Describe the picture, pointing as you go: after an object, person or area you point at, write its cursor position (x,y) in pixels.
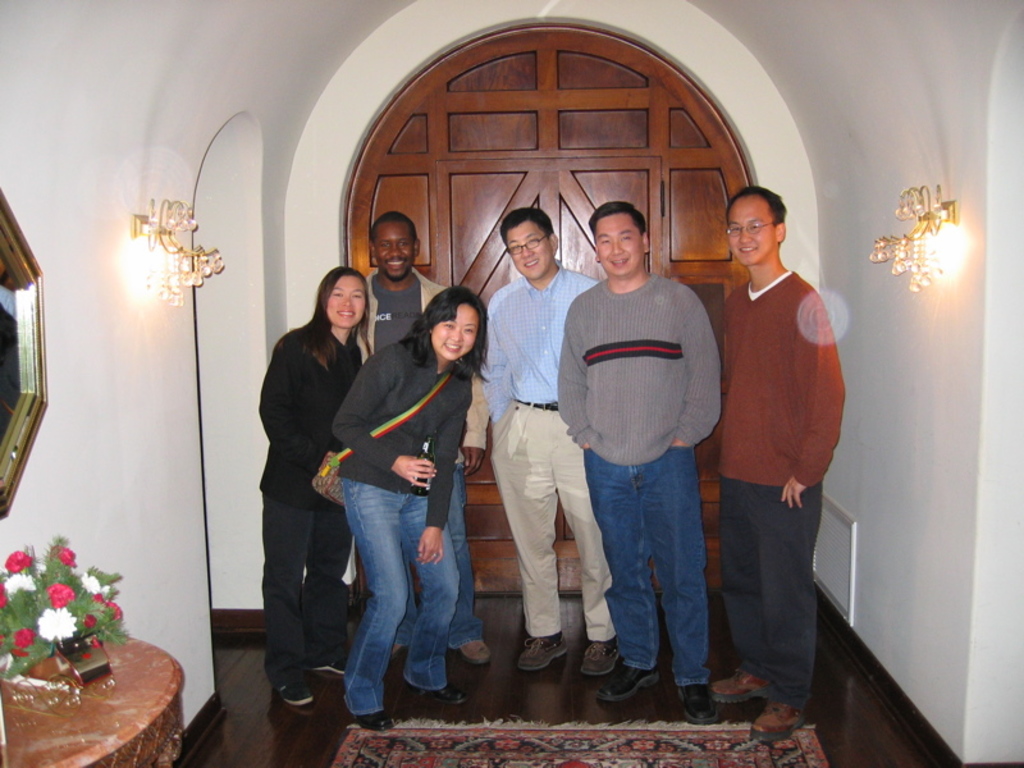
In this image we can see many people (460,408). In the back (523,175) there is a wooden wall (527,191). On the walls (122,261) there are lamps (178,225). On the left side (72,711) there is a stand (100,686). On that there is a flower bouquet (107,615). On the floor (440,717) there is a carpet (539,743).
